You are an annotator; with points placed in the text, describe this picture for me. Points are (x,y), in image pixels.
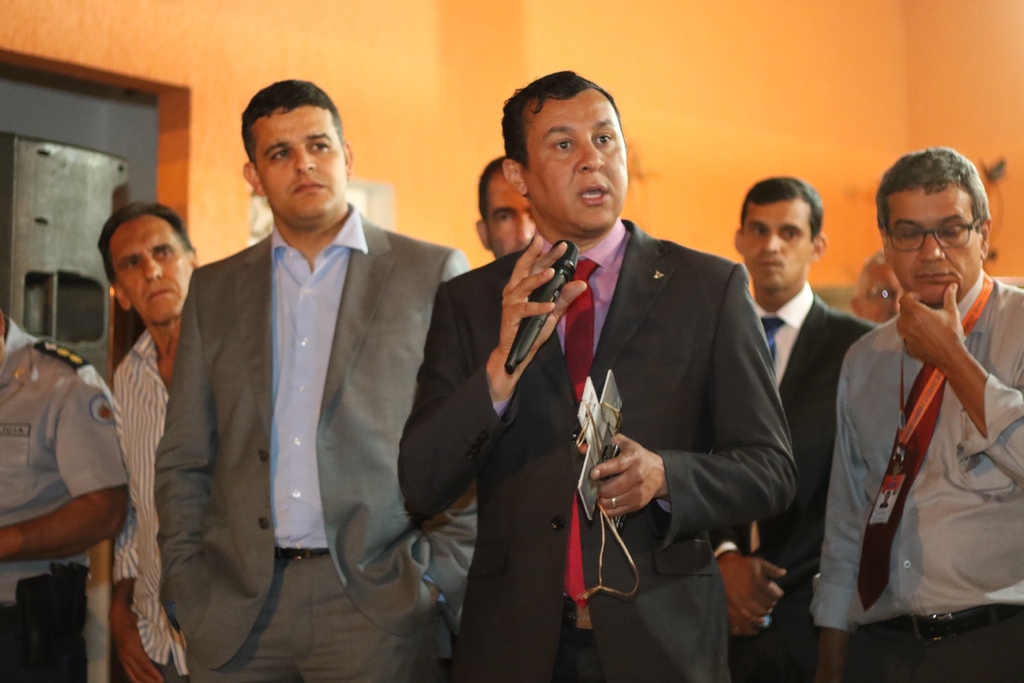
Group of people (782,326) standing and this man (505,312) holding microphone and object (599,505). Background (942,79) we can see wall (837,94).
